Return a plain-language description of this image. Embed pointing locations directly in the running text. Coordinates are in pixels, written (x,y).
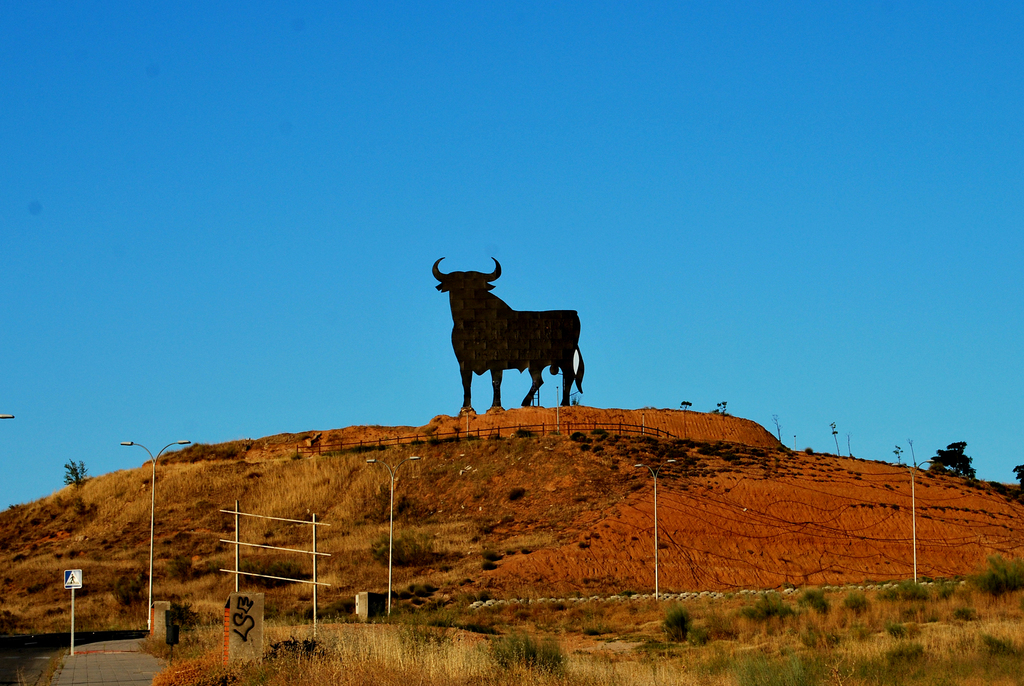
In the image we can see there is a statue of a bull (518,355) standing on the ground (497,411). There are plants (482,446) on the ground (550,597).
